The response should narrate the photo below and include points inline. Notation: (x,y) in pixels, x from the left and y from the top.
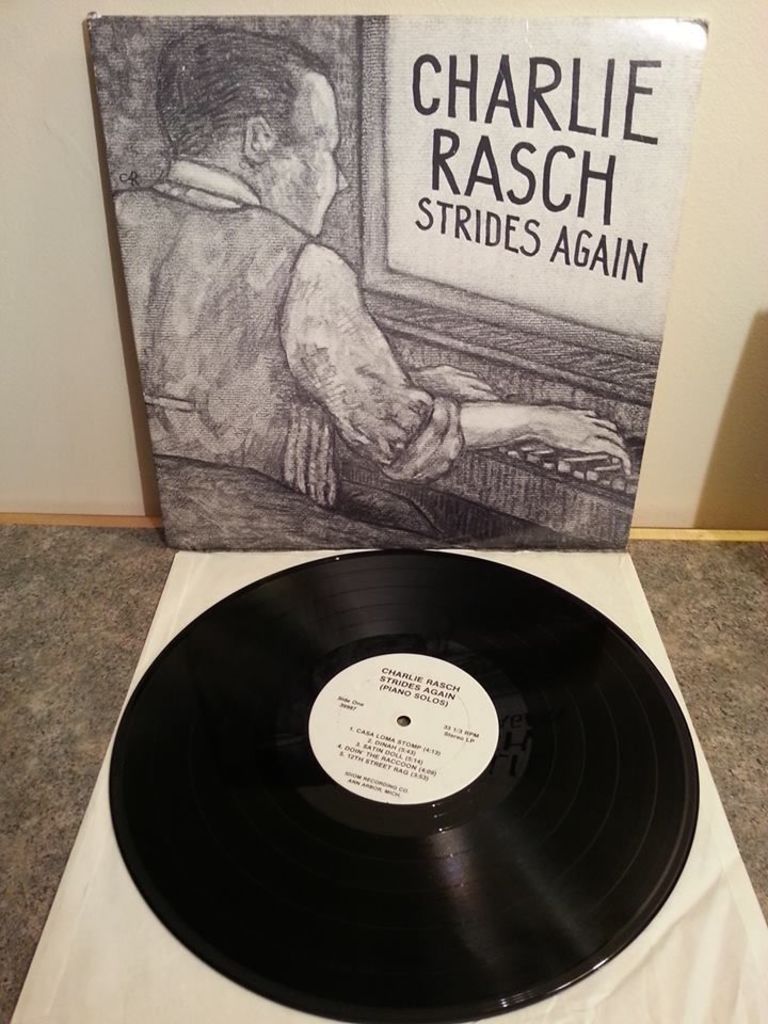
This picture is taken inside the room. In this image, in the middle (380,603), we can see a disc (376,723). In the background (470,510), we can see a painting (328,249) which is attached to a wall (678,485), we can also see a man (288,281) in the painting (605,77) and some text (575,91) written on the painting (627,135). In the background (758,67), we can see a wall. At the bottom (145,1002), we can see a white color cloth (145,1002) and a floor (758,656).
